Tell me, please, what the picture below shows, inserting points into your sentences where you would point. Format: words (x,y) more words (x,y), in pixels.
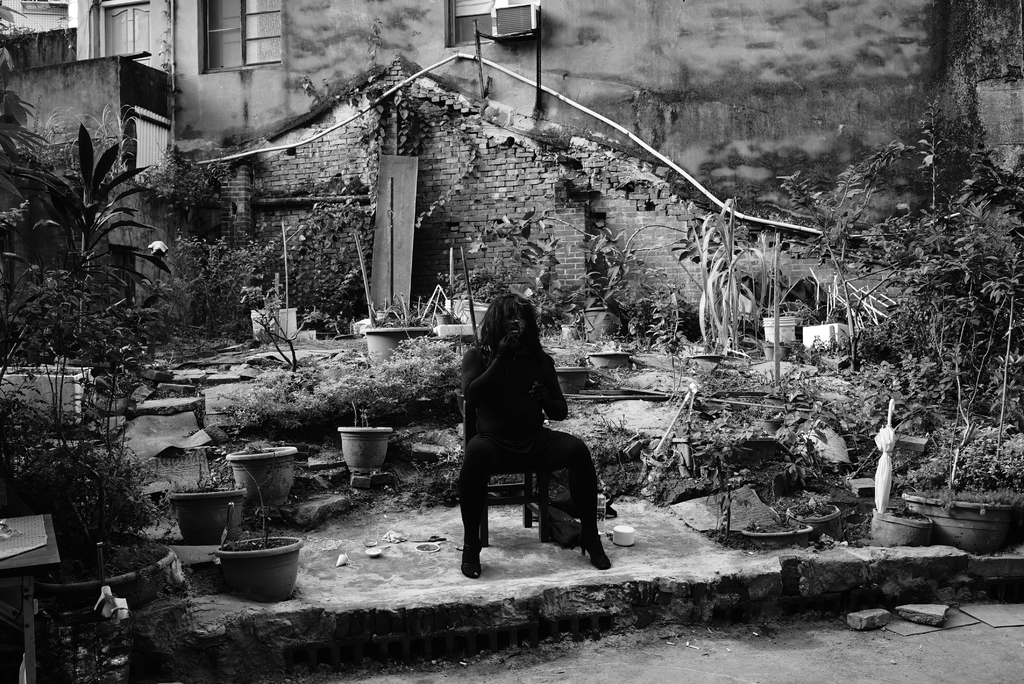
This is a black and white image. I can see a person (485,358) sitting on a chair (531,475). These are the flower pots (233,551) with the plants (804,479) in it. I can see the trees (109,268). This looks like a building (319,36) with the windows (273,25).
